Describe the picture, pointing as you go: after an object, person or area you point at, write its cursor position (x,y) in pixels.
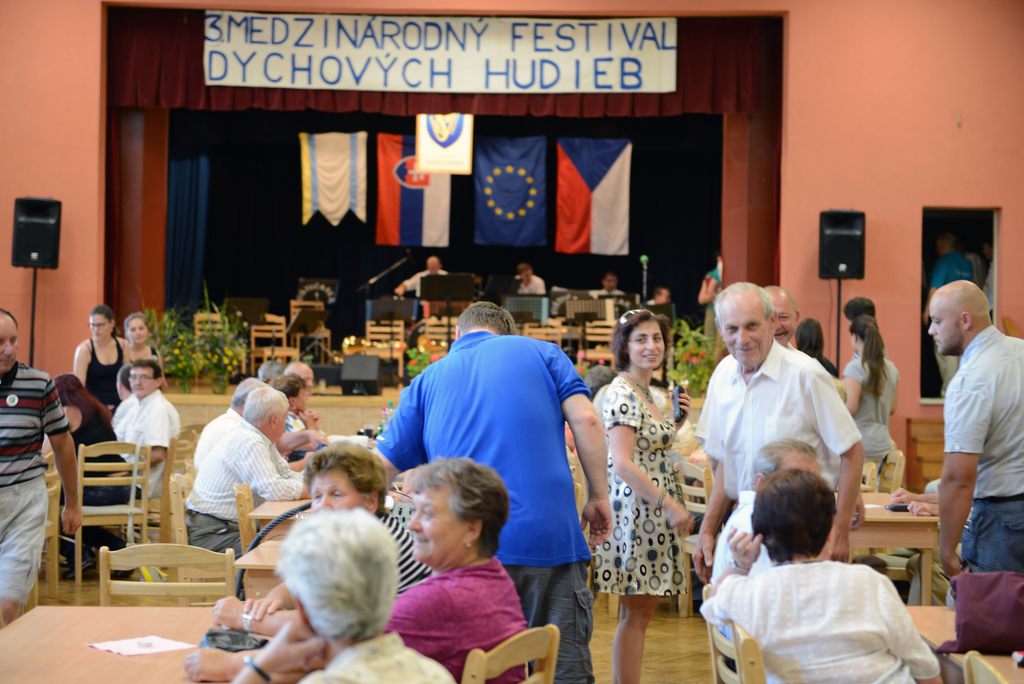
In this picture we can see some persons (381,469) are sitting on the chairs (172,488). This is table (87,621). Here we can see some persons (674,524) who are standing on the floor (686,665). On the background (826,156) there is a wall (901,136). And this is board (580,50). Here we can see some flags (519,139). And this is frame (943,252).
